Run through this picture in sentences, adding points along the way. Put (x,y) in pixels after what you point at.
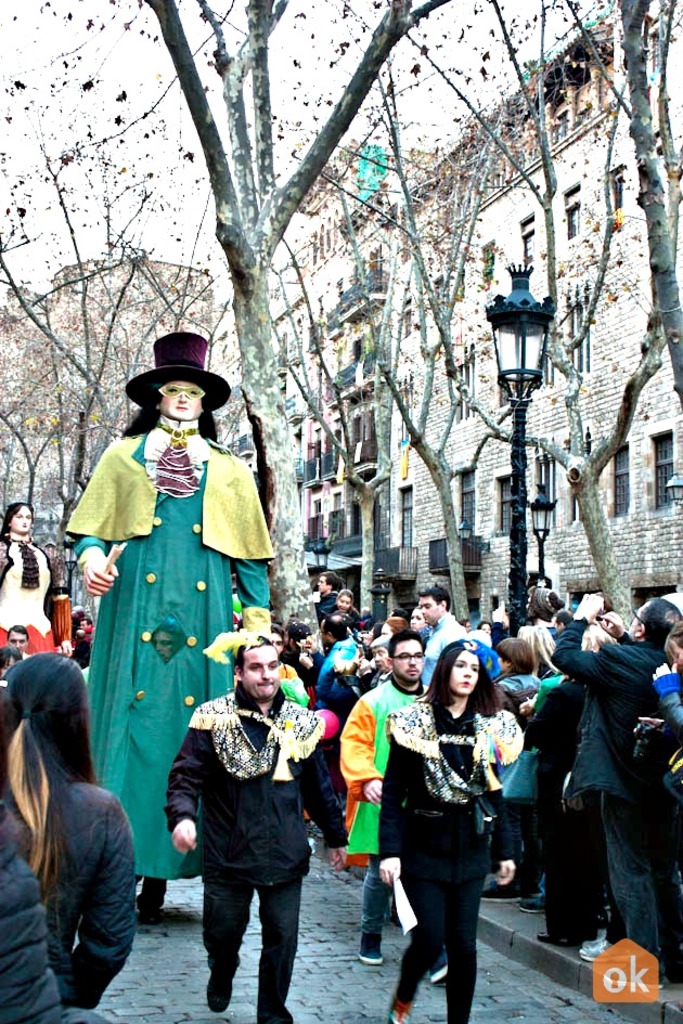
There is a road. On the road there are many people (304,798). Also there are costumes (41,608). On the costume (146,496) there's hat (164,357). In the back (299,284) there are trees (575,403) and buildings (349,310) with windows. Also there is a light pole (530,330). In the right bottom corner (625,972) there is a watermark (631,982).
